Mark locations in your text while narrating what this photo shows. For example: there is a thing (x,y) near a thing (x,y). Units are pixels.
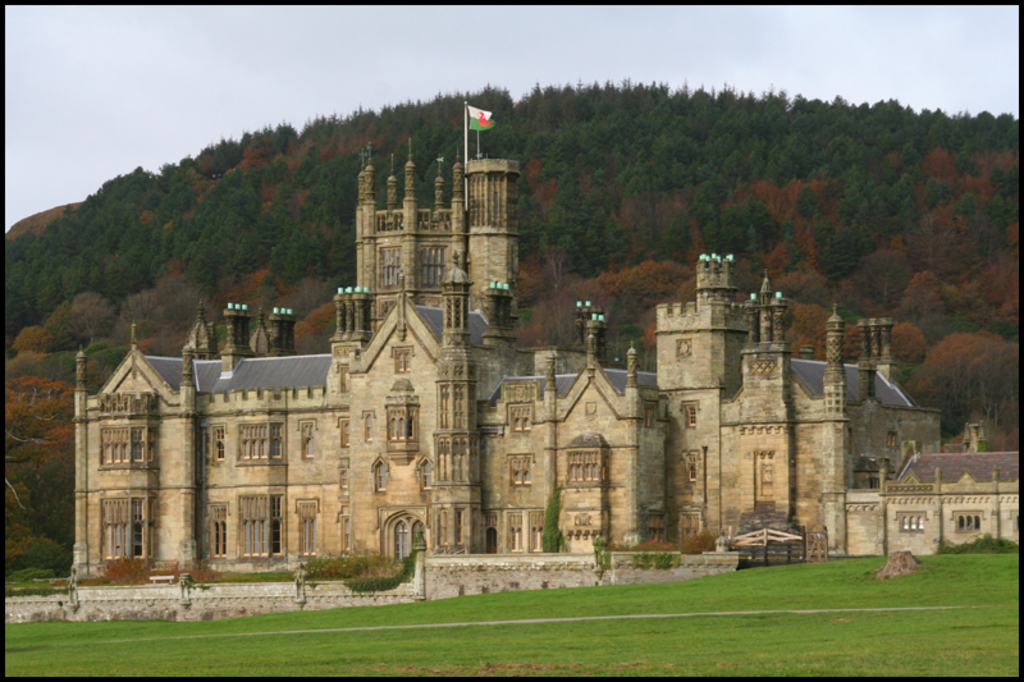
In this picture we can see grass (580,641) on the ground (718,661) and in the background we can see a building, flag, trees (964,137) and the sky (991,69).
